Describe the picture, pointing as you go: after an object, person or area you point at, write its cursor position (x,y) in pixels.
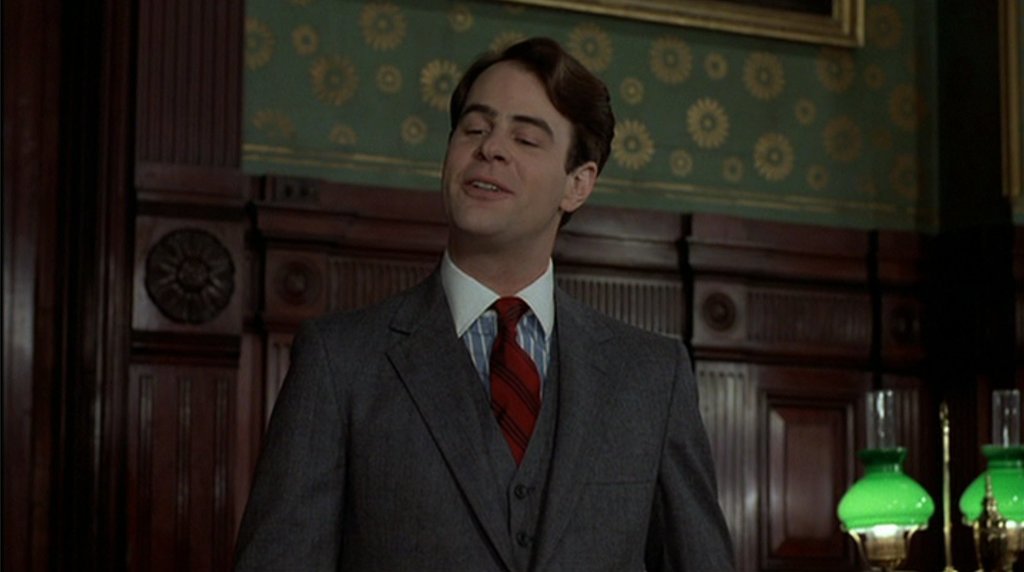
In this picture we can see a person (528,253), he is smiling and in the background (54,489) we can see some objects (725,311).
